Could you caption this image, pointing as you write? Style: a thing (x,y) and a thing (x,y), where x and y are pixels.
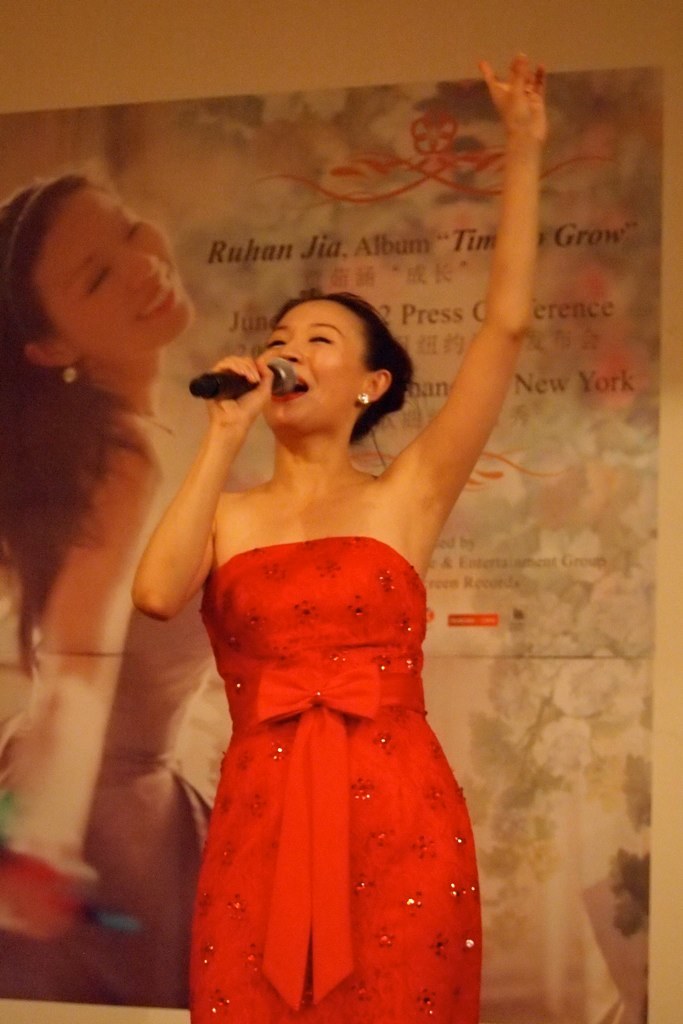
In this picture I can see a woman (304,563) holding microphone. I can see the banner (328,276).
